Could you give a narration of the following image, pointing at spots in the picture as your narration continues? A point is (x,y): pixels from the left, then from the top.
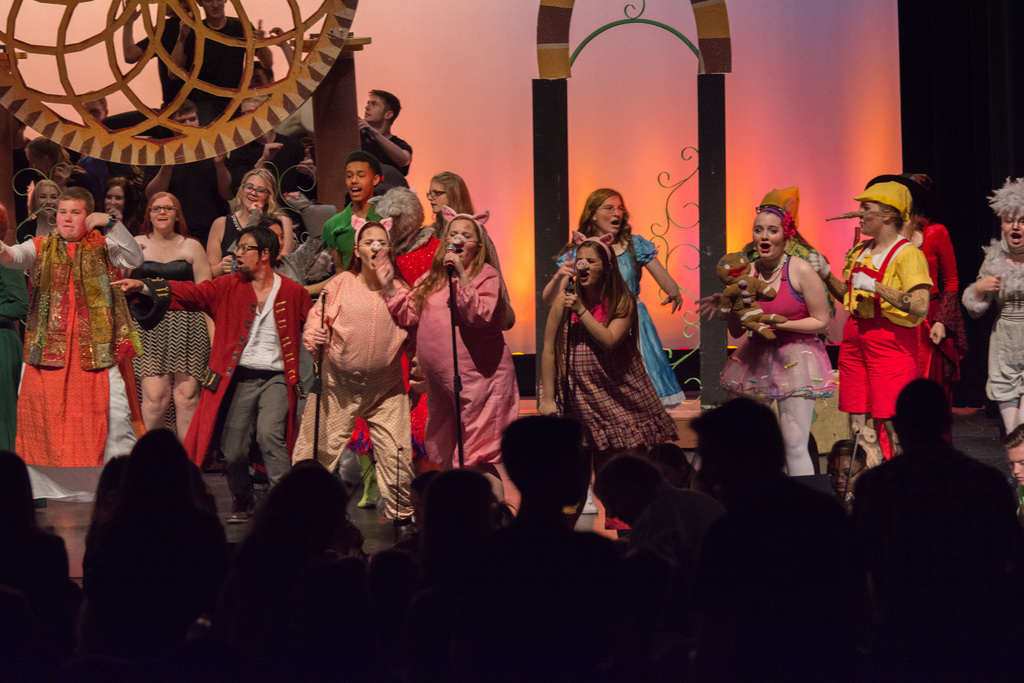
In this image I can see few people (658,360) are standing and wearing different color dresses (1009,331) and few people (505,315) are holding mics (454,249). In front (797,573) I can see few people (676,615). I can see the colorful background (391,15) and the brown color object (562,50).
